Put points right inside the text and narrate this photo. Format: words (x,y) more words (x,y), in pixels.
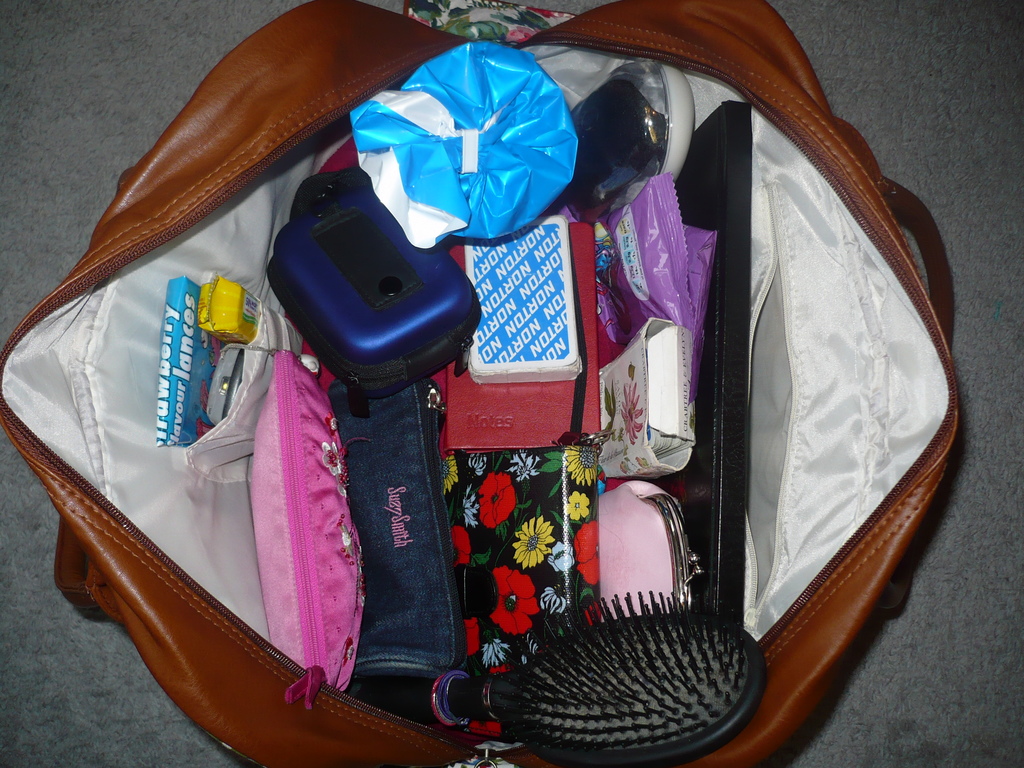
In this brown bag (302,76) we can able to see toffees (200,291), mobile (223,383), wallets (269,474), box (363,277), gift wrap (485,193), file (703,189), cards (540,320) and comb (579,667).
